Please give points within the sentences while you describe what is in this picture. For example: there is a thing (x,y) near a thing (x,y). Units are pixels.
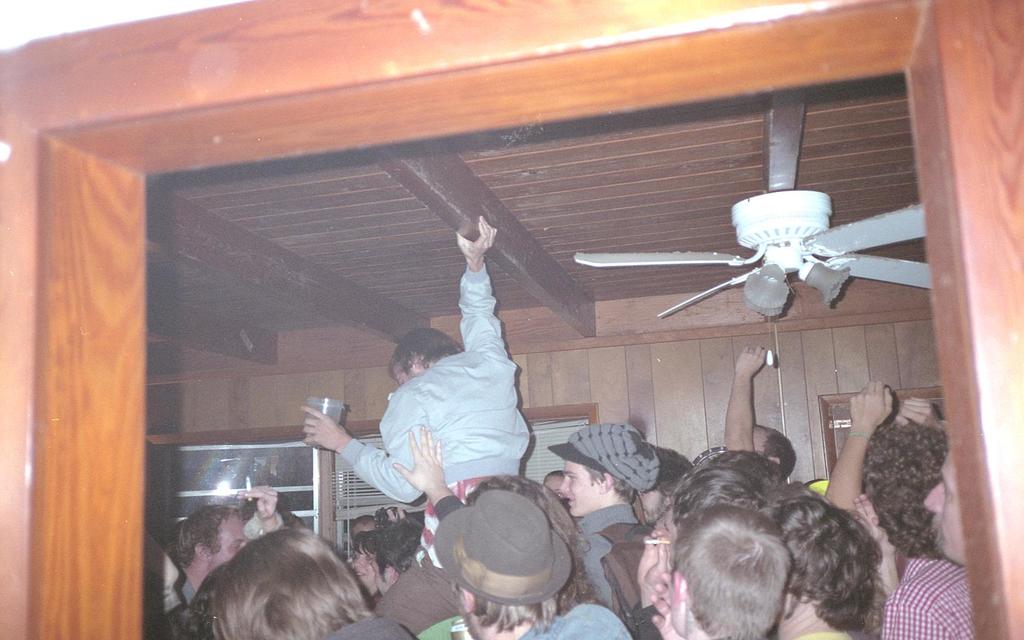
In this image we can see group of persons (660,487) on the floor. In the background (584,404) we can see wall (692,394), windows (565,427), curtain (365,476) and fan (697,300).
